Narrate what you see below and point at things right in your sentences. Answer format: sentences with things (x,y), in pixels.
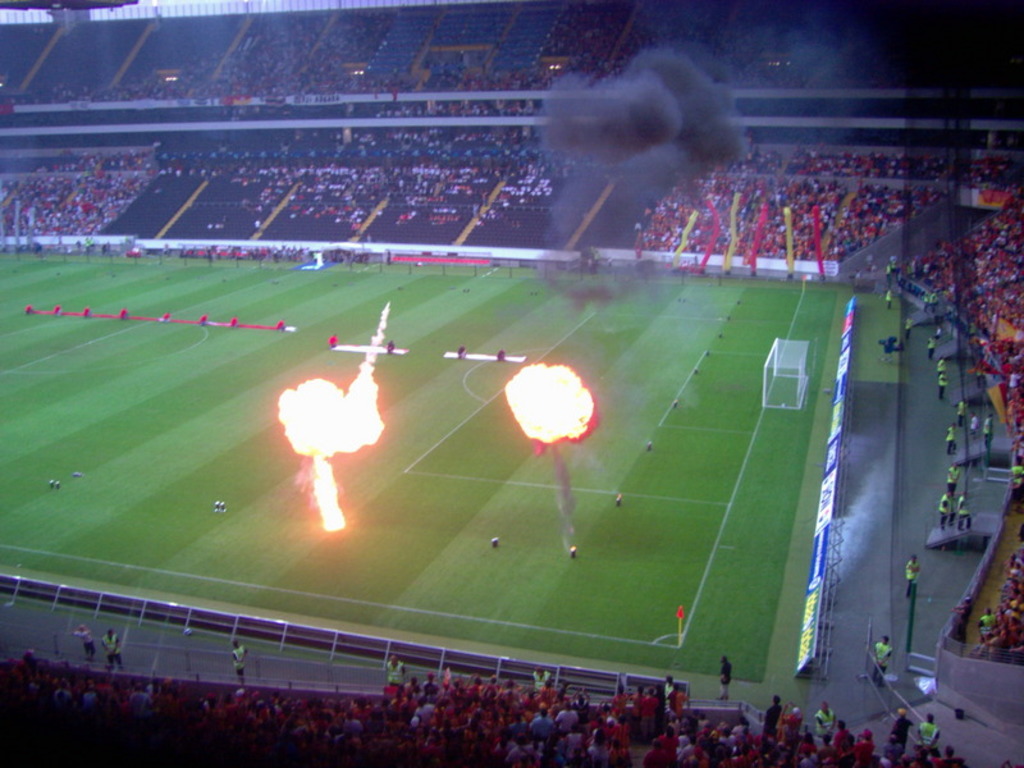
In this image I can see fire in the middle of playground (245,577), around that there are so many people (146,94) in the stadium (453,56).
